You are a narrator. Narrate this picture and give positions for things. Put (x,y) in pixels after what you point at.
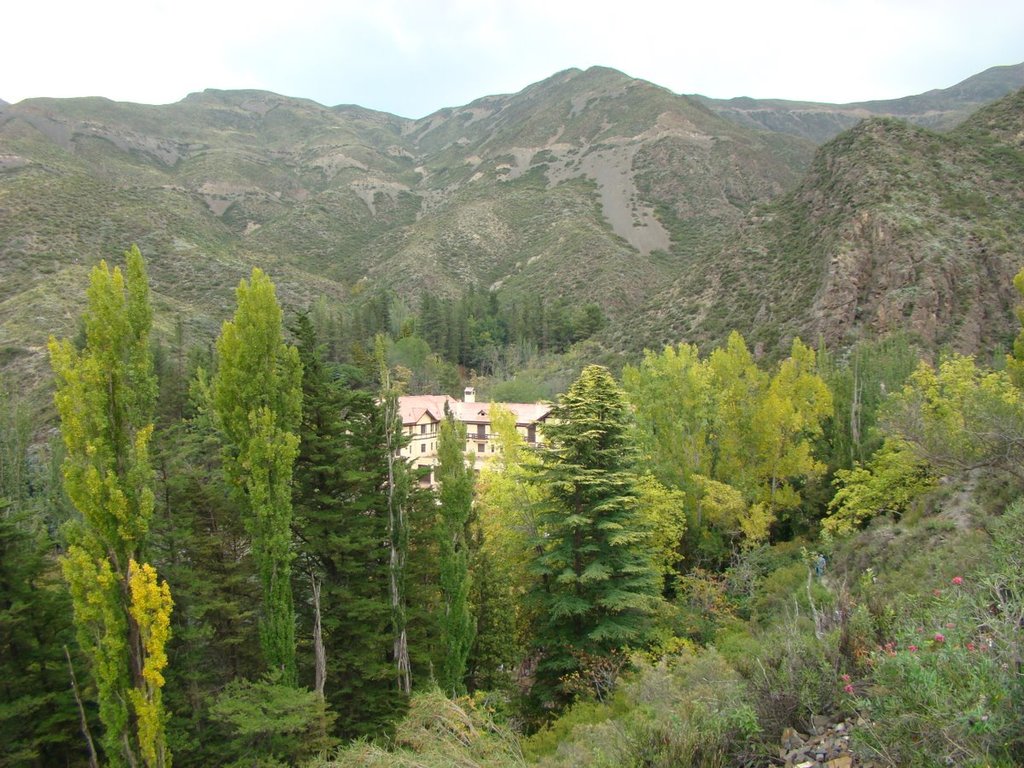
In this image there is a house (443,412) in between trees (362,361) and mountains (319,223).
